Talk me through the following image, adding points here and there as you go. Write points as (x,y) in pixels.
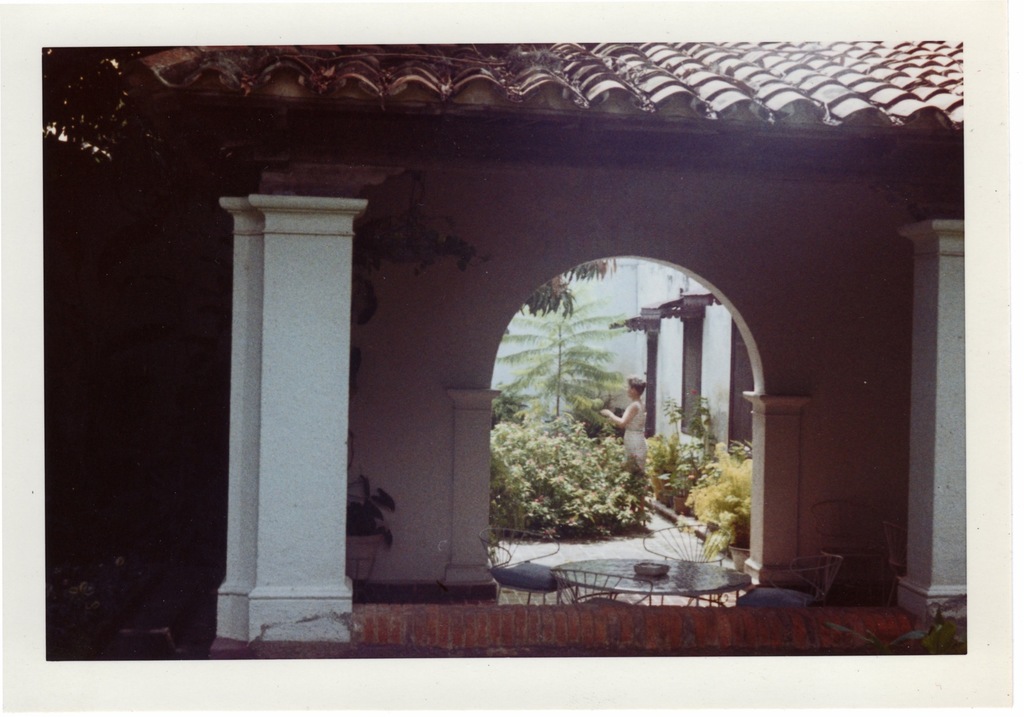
There is a building (442,295) with pillar (244,351) and arch (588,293). Also there is a table (682,585) with chairs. Near to the wall (417,510) there is a pot (368,552) with plant (366,493). In the back (505,431) there are plants (663,440) and tree (596,382). And a person (637,415) is standing there.
